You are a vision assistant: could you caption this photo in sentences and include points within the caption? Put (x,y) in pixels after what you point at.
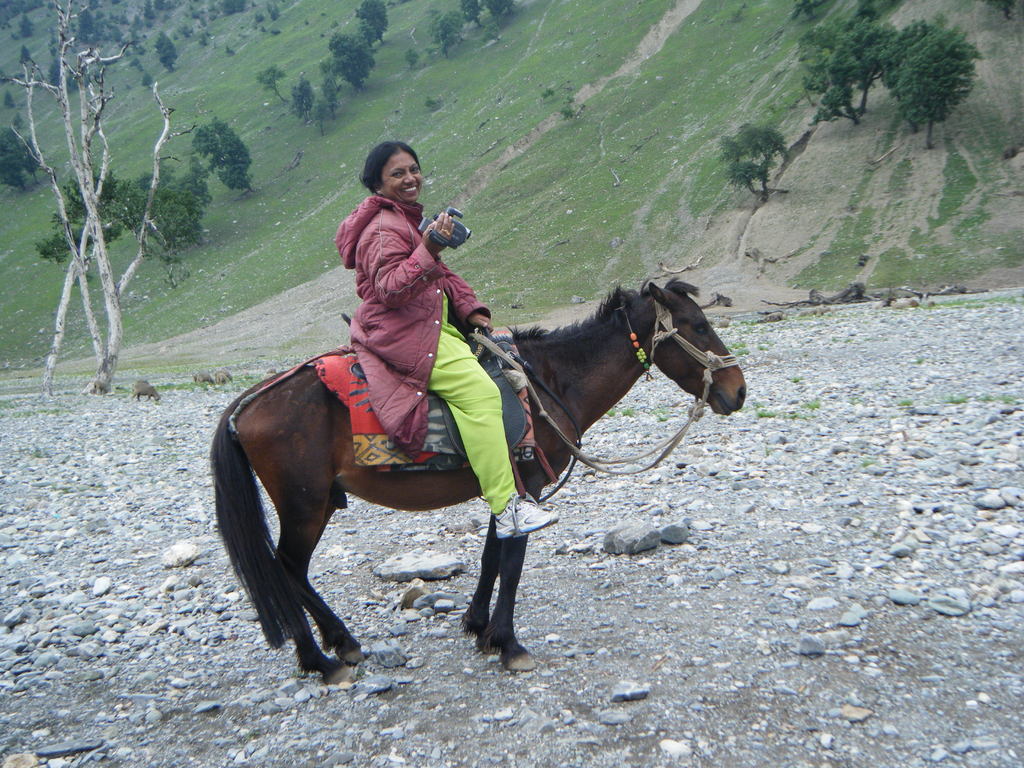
In this picture we can see a woman (413,350) is sitting on a horse (519,403), she is holding a camera (465,232), at the bottom (256,613) there are some stones (812,440), in the background (634,182) we can see grass (397,131) and trees (32,69).
